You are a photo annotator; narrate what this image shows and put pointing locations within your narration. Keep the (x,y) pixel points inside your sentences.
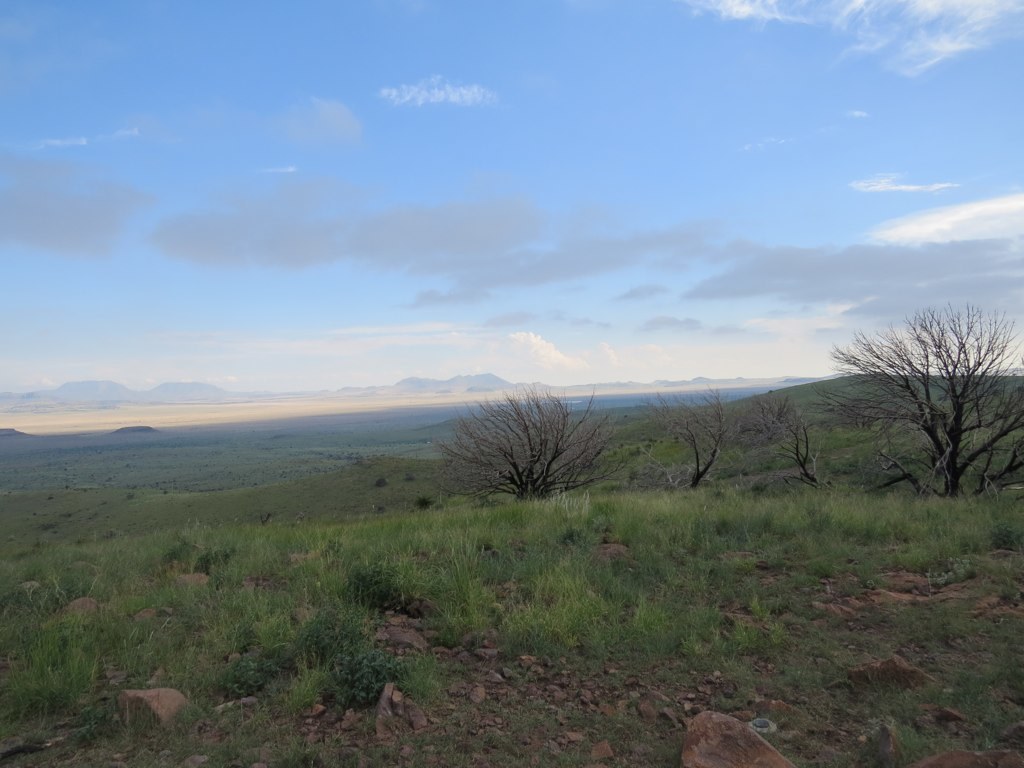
At the bottom of the image (190,664) there is grass (48,637), stones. In the background of the image (517,382) there are mountains (127,397), trees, sky (343,370) and clouds (522,360).
